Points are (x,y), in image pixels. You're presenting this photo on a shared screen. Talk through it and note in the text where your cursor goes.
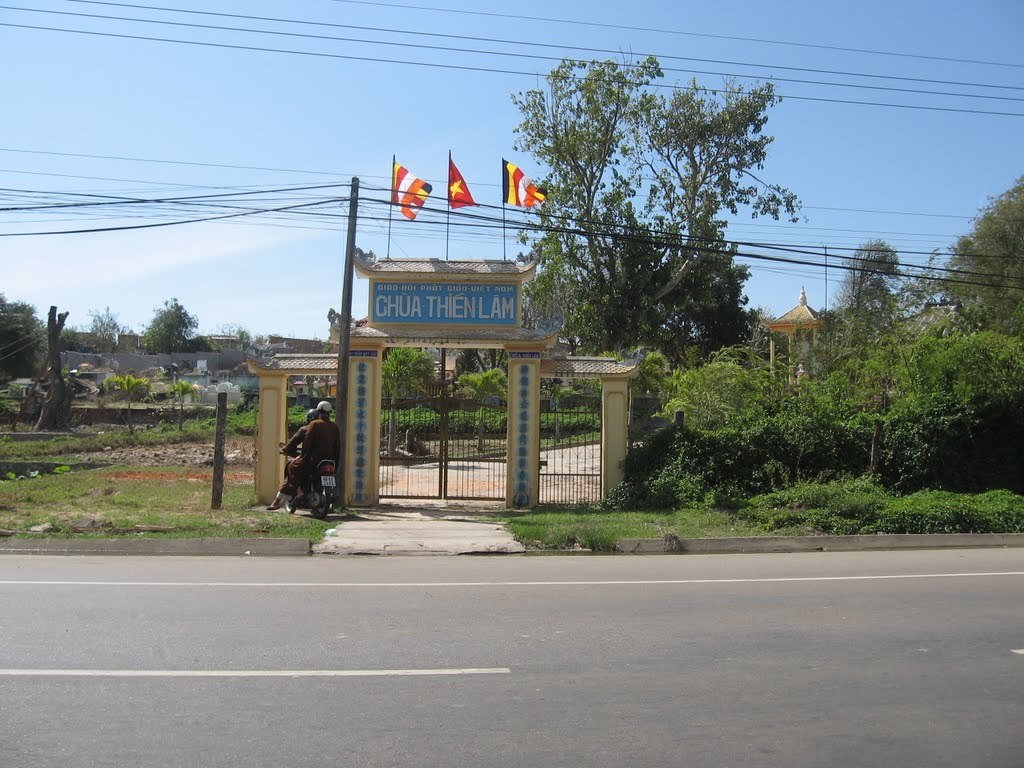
In this image, we can see an arch (527,363) contains flags (524,179). There are some trees (722,300) and plants (920,442) on the right side of the image (920,447). There are two persons (305,432) wearing clothes (305,434) and sitting on the bike (324,492) in the middle of the image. In the background of the image (209,131), there is a sky (891,127). There is a road (668,611) at the bottom of the image (546,716).
